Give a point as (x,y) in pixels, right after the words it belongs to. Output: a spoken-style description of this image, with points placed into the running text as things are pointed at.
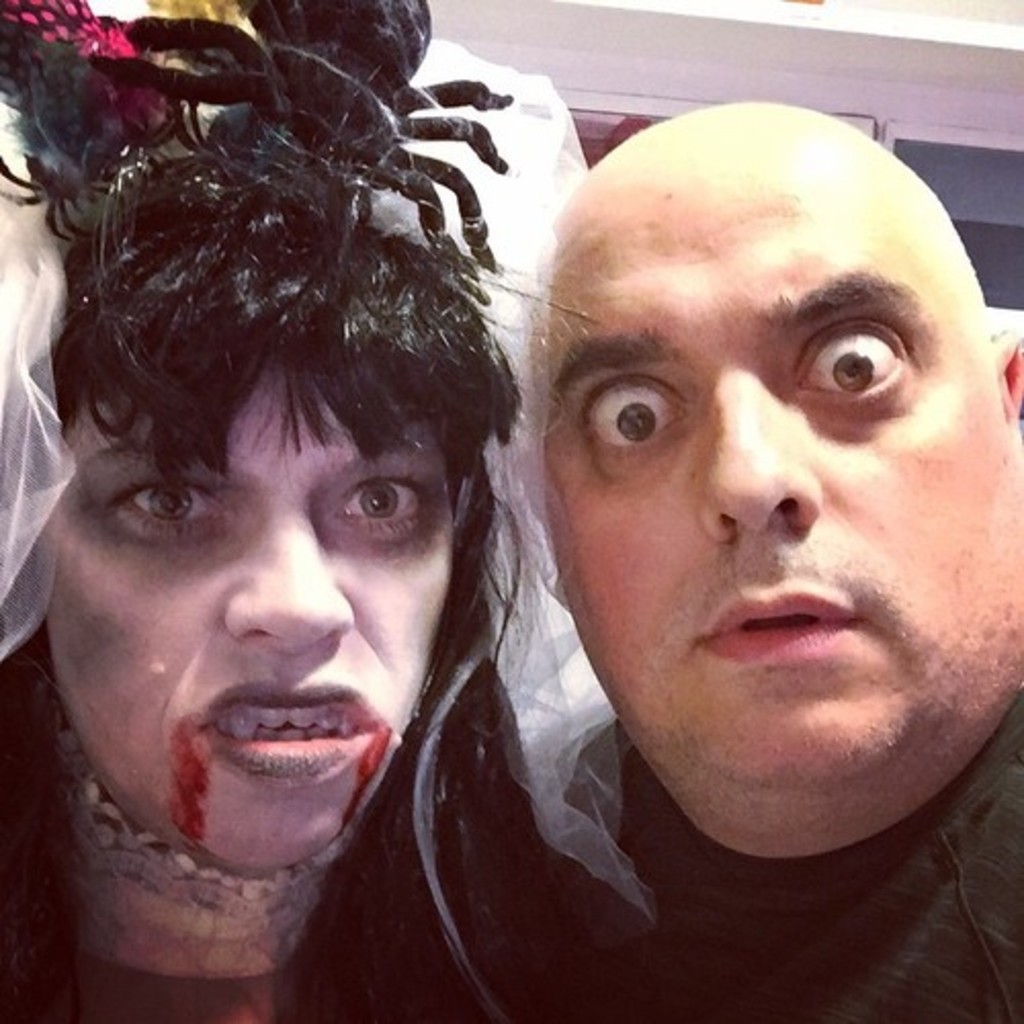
In this image I can see two people (373,541) wearing the different color dresses (263,896). One person (477,919) with white and another with green dress (664,982). In the back (570,49) I can see the wall (672,104).
